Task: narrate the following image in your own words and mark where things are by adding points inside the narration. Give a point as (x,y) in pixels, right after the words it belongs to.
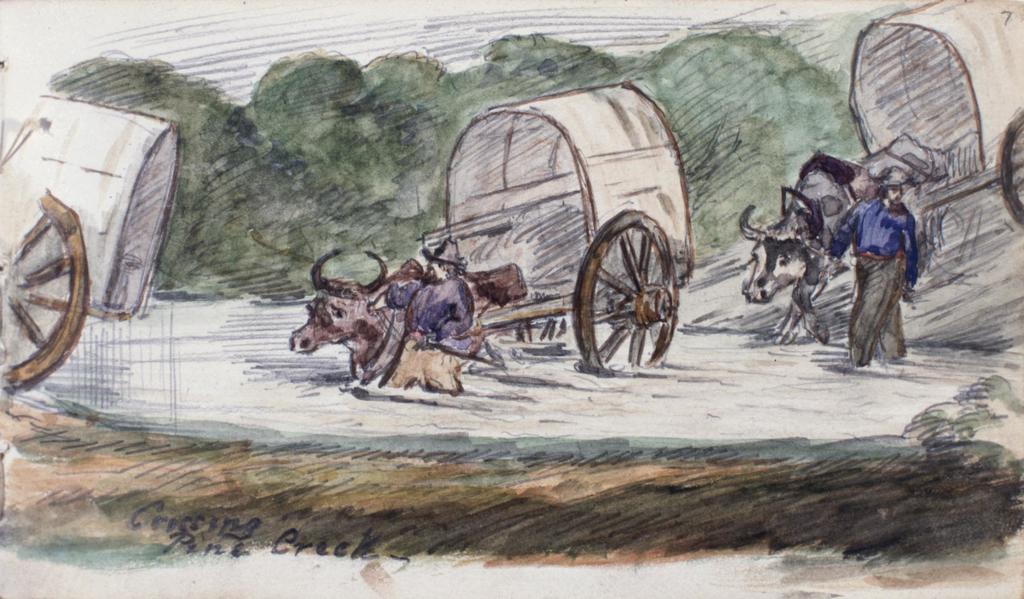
In this image we can see a painting (903,215) of three carts (600,216), two animals (377,331), and a person (888,233) wearing blue shirt (883,238). In the background (293,202), we can see a group of trees (294,174).
